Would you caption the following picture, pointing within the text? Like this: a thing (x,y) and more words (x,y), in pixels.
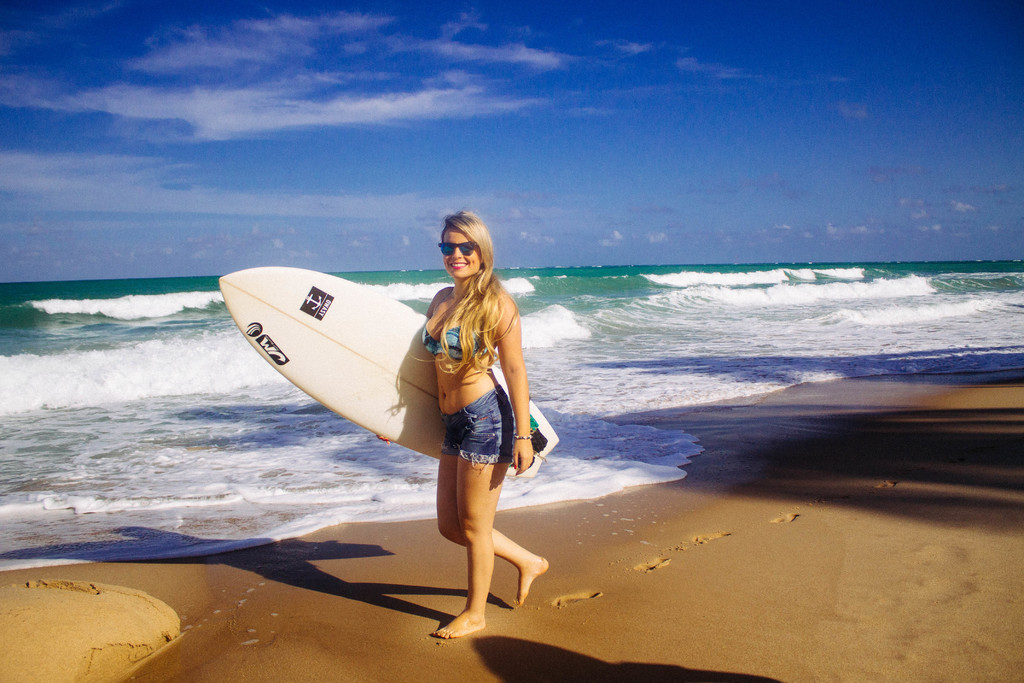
In this image I can see a person (475,385) holding the surfing board (380,395). Background (648,85) there is a water (651,291) and the sky (576,130).
